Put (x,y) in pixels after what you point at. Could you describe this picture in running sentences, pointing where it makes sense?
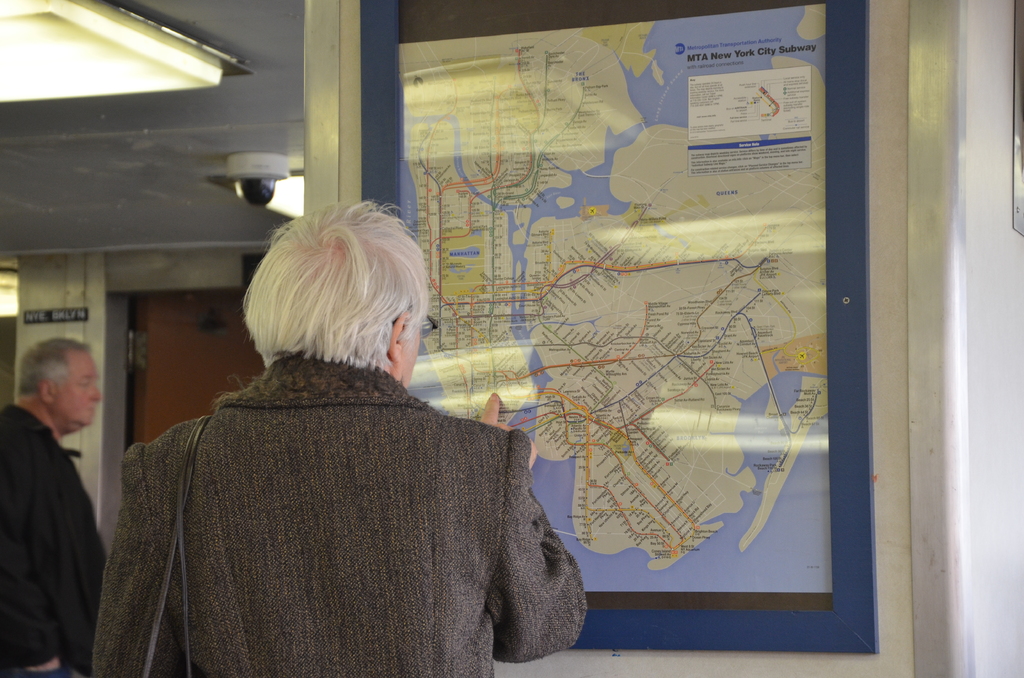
The old woman (345,505) in grey jacket (343,525) is looking at the photo frame (518,383) which is placed on the wall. Beside her, we see a man (64,426) in black jacket (84,504) is standing. Beside him, we see a pillar (72,282). At the top of the picture (263,173), we see a CCTV camera (239,172). On the right side (877,501), we see a white wall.
